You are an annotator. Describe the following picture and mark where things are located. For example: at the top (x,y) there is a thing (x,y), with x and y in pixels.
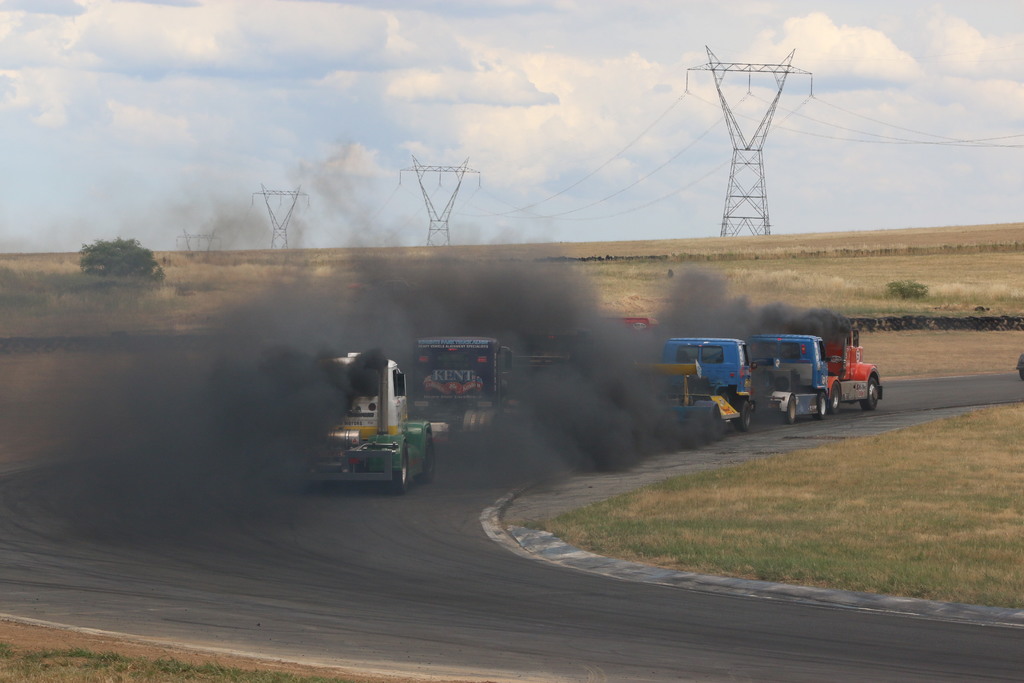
In this picture we can see vehicles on the road (436,556) and in the background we can see trees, power towers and sky (923,24) with clouds (881,145).
